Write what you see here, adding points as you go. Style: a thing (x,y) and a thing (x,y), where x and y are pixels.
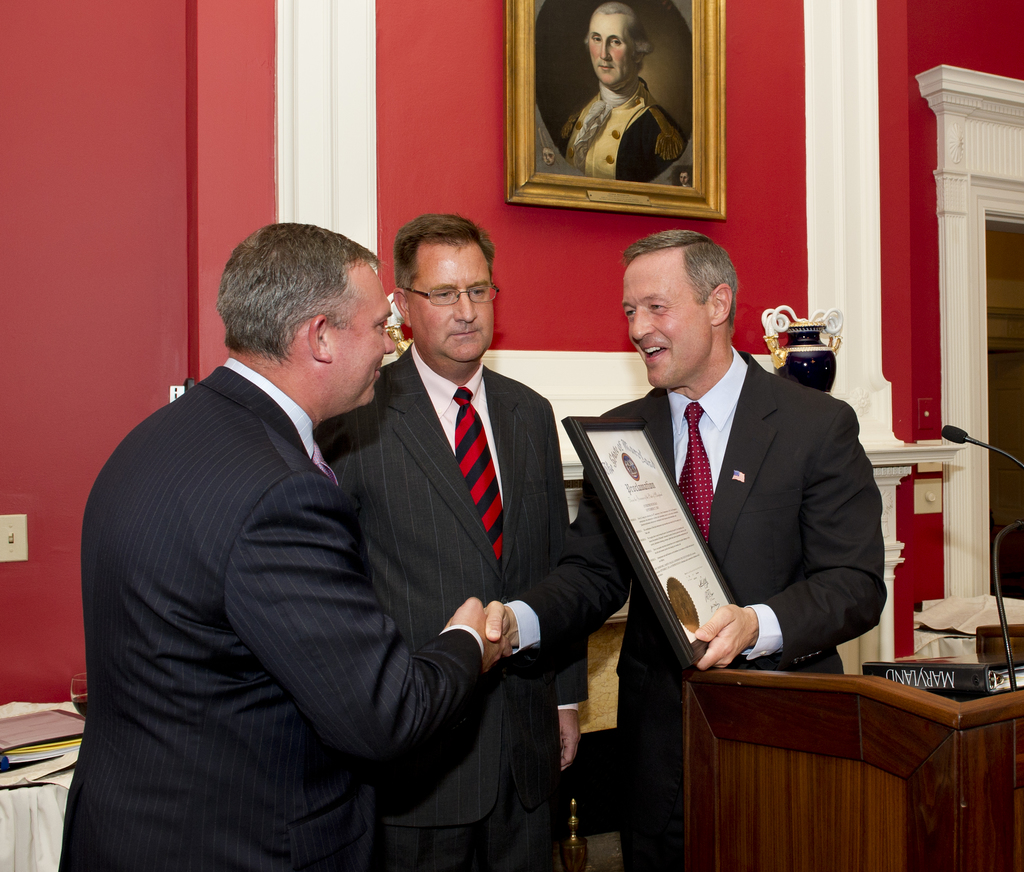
In the image on the right side (981,752) there is a podium (980,750) with mic (1003,635) and book (930,672). Beside the podium (782,726) there is a man (635,656) standing and holding a frame (630,458) in his hand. And also there are two men (474,362) standing. Behind them there is a wall (808,251) with a photo frame (608,80). In the left bottom of the image (22,743) there is a table (18,778) with books (17,764).
